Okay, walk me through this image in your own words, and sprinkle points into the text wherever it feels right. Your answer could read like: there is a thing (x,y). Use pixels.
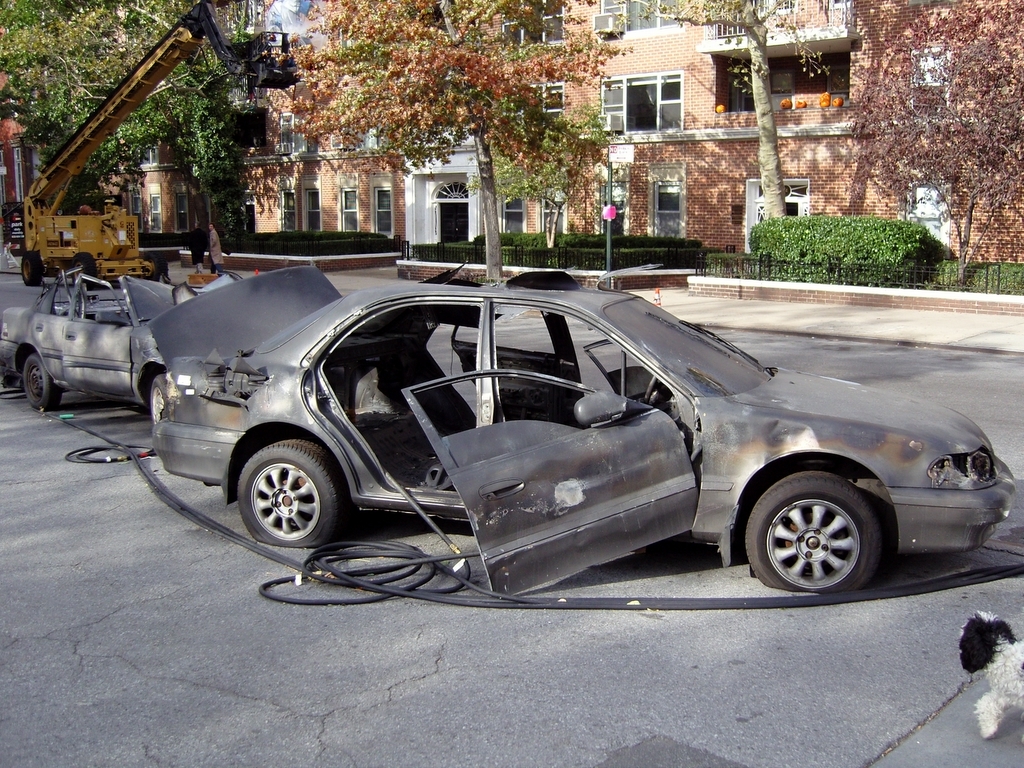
In this image I can see few vehicles (164,52) on the road (958,602). I can also see a dog (1023,695) which is in black and white color, background (38,58) I can see trees (99,99) in green and brown color, and buildings (647,35) in brown color.
